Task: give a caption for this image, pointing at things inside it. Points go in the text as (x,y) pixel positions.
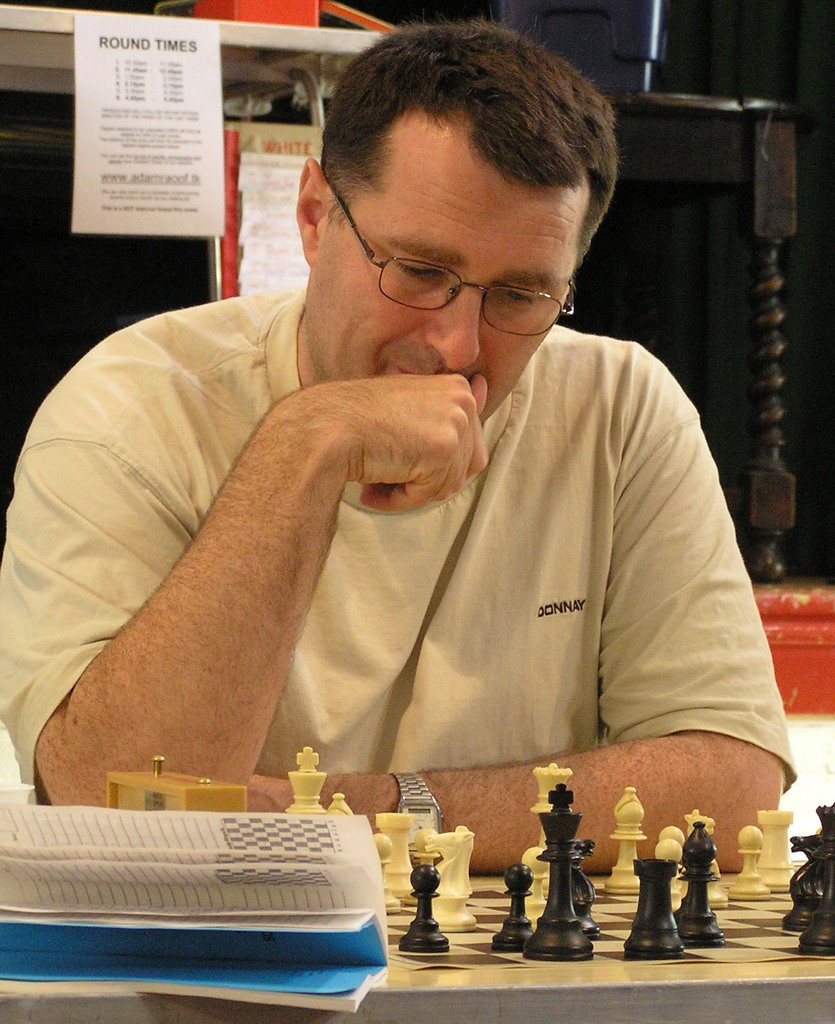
This image is taken indoors. At the bottom of the image (565,979) there is a table (516,985) with a book (339,928), a chess board (722,923) and chess coins (712,917) on it. In middle of the man (507,527) is sitting on the chair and playing chess. In the background (809,268) there is a wall (85,240) and there is a paper (186,94) with a text (134,48) on it.
